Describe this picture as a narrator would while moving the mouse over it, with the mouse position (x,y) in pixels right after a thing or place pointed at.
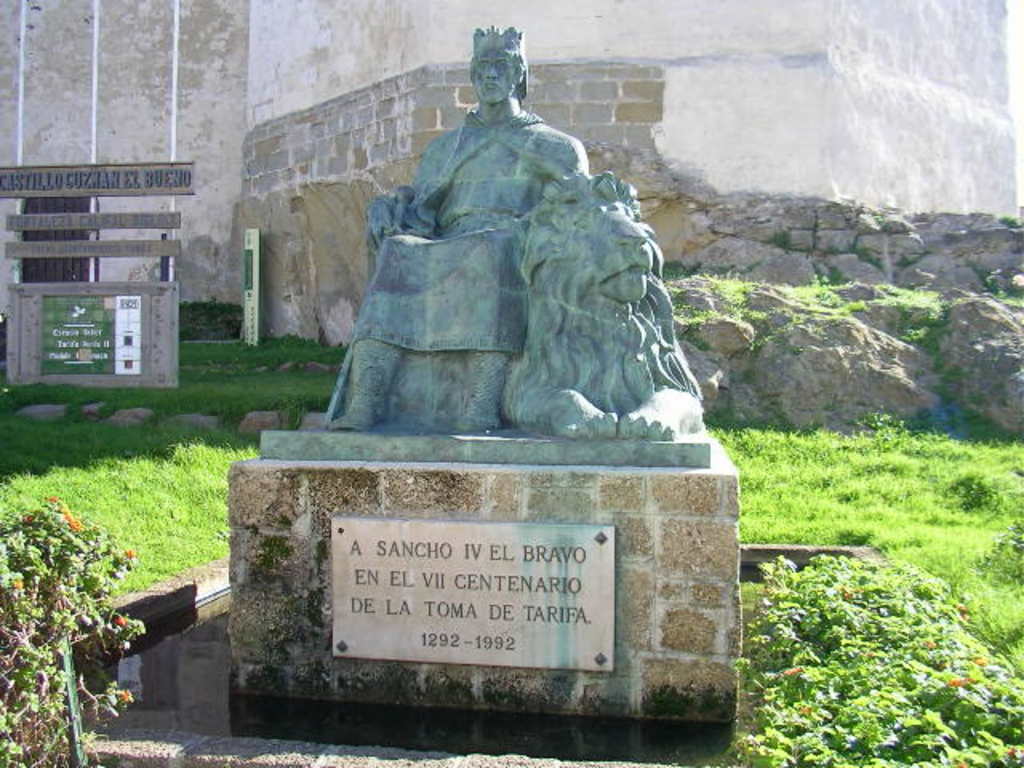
In front of the image there is a statue (532,284) on a concrete platform (446,508) with some text (528,580) engraved on it, around the statue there are flowers (100,620), plants (100,620) and grass (745,542) and there is water (289,701), behind the statue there is a rock (353,192), on top of the rock (685,239) there is a building (330,34), in front of the building (102,263) there are name boards (112,303).
